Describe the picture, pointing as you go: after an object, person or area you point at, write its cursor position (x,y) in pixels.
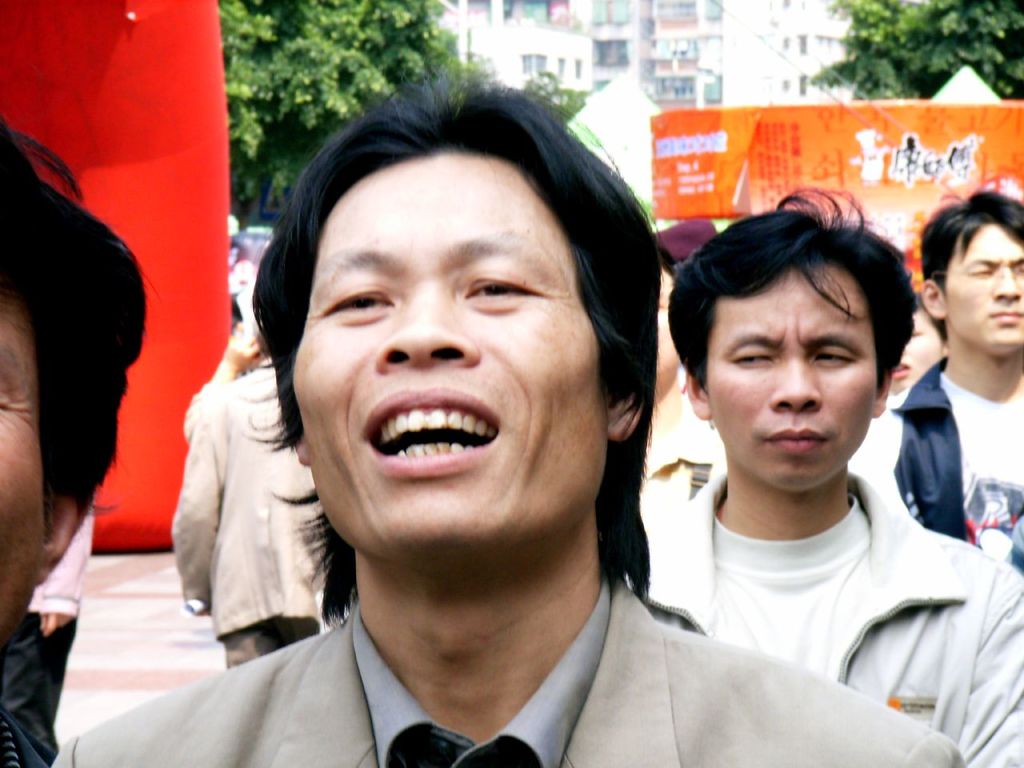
In this image, we can see a few people (541,133). There are a few trees (873,0), banners (723,208). We can see a red colored cloth (196,222) on the left (194,386). We can see a few buildings (770,92). We can also see the ground (167,640).
